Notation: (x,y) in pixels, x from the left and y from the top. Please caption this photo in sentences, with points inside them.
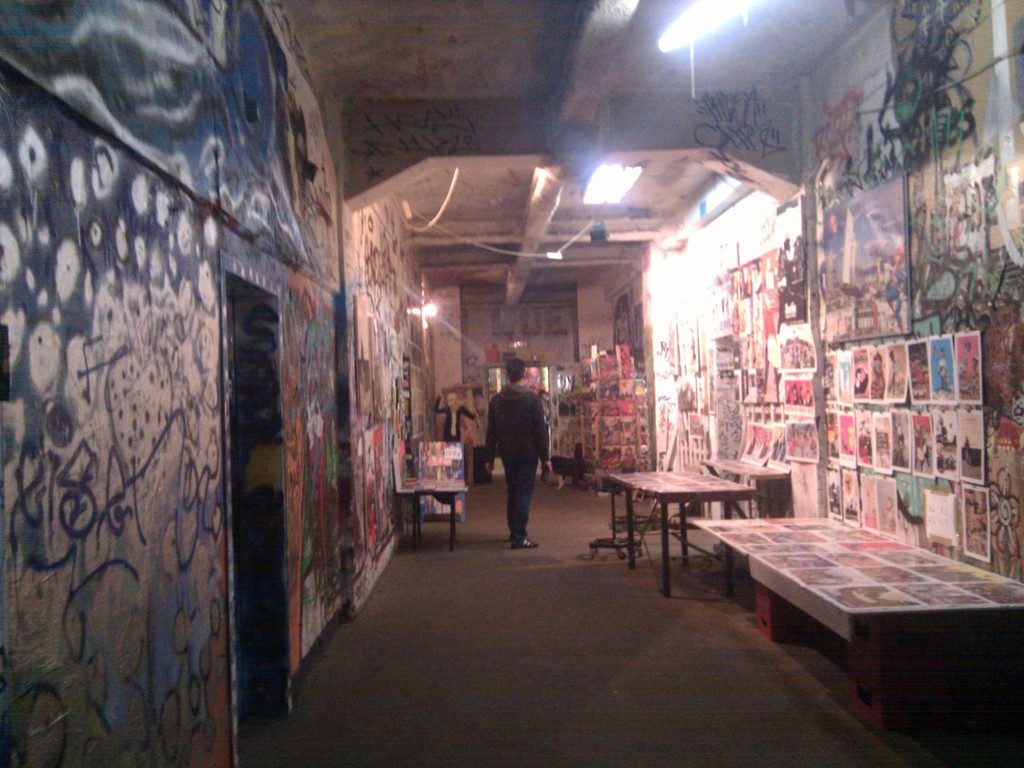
There is a man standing on the floor (548,636). These are the tables (726,475) and there is a wall (51,266). This is painting (312,326). Here we can see some posters (874,374) on the wall (665,266). There are lights (716,16) and this is rack (582,425).
